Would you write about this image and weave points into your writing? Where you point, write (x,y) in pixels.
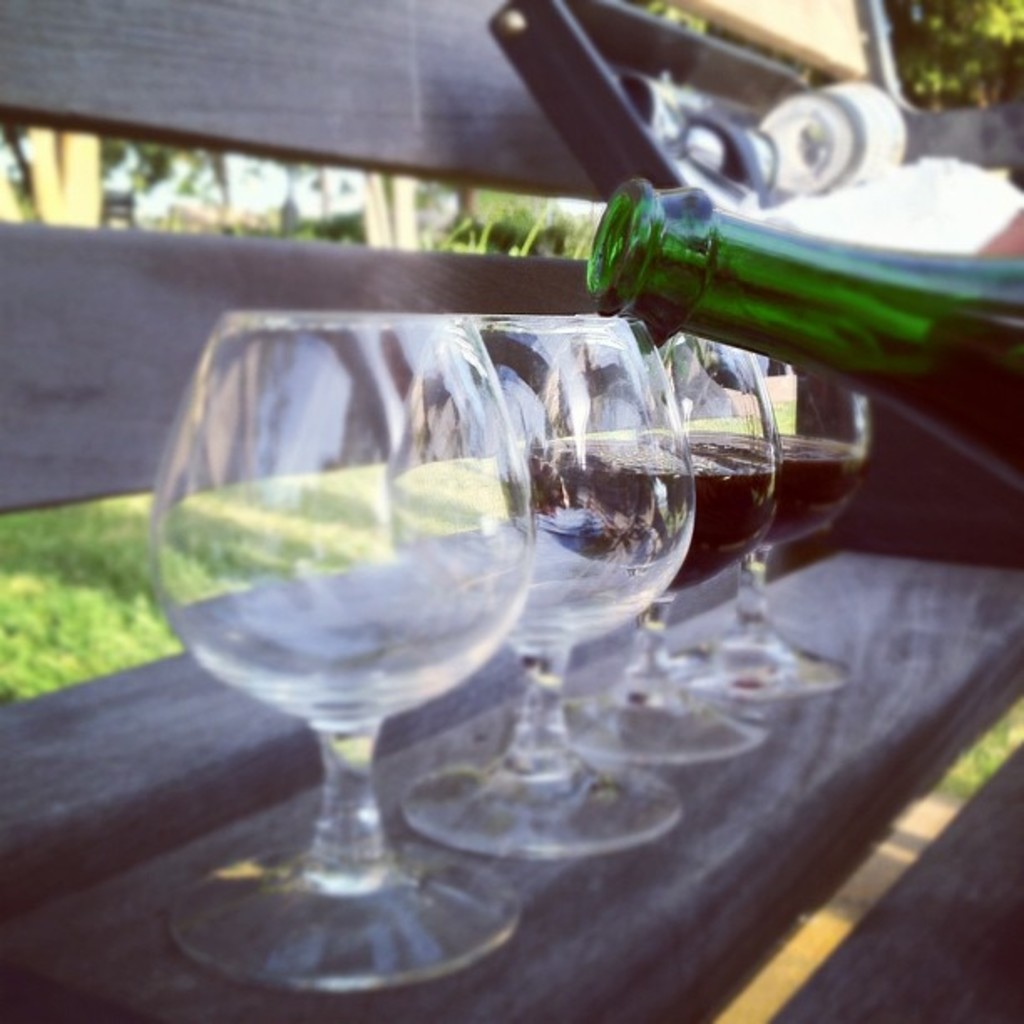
In the image there is a bench (846,576). On bench (866,628) we can see glasses (529,500) with some drink (721,504) and a bottle (907,277) above. In background (210,176) there are some trees (224,177) with green leaves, at bottom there is a grass (116,631).
